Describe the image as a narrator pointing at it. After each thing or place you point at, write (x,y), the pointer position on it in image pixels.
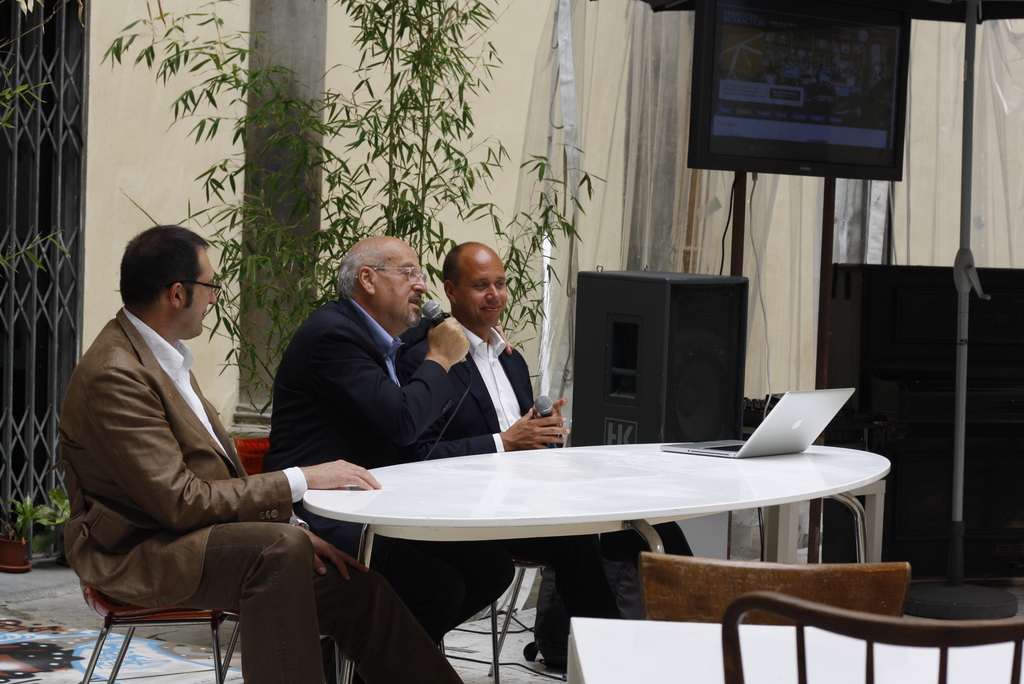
In the image we can see there are three men (457,394) who are sitting on chair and two of them holding mic (429,315) in their hand (534,423).
